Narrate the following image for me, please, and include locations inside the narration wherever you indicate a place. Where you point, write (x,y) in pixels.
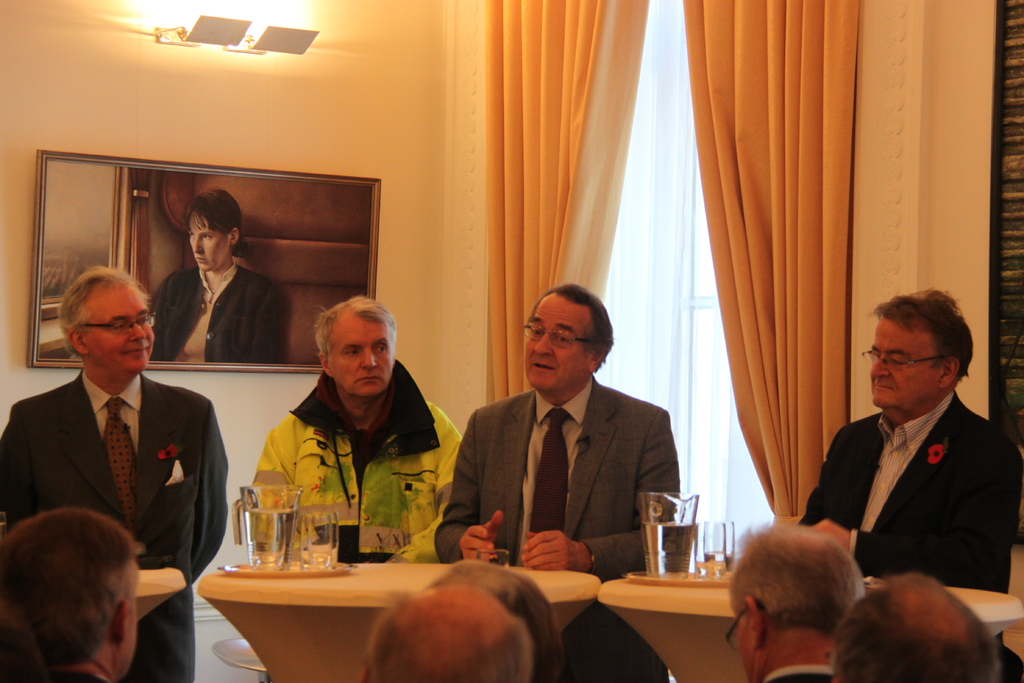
This picture describes about group of people (397,382), few people (903,370) wore spectacles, in front of them we can see jugs (684,529) and glasses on the tables (559,603), in the background (223,38) we can see curtains (509,133), lights (216,25) and a painting (304,228) on the wall (415,232).
